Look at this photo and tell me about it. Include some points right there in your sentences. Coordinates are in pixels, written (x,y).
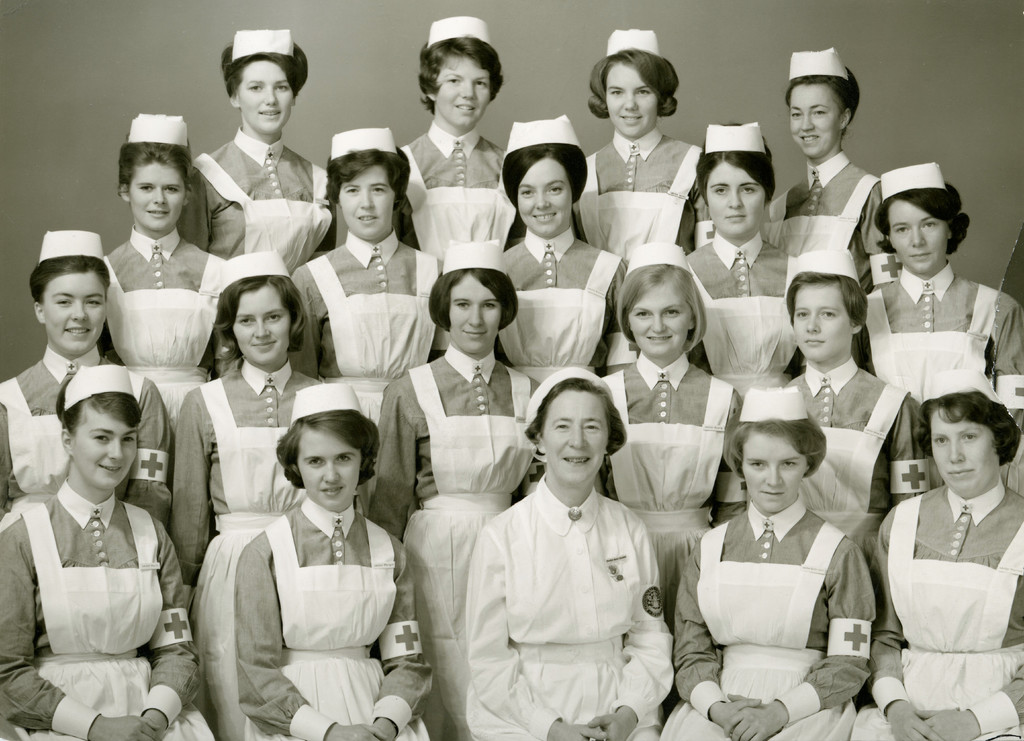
It is a black and white picture. In the center of the image (568,411), we can see a few people (546,608) are sitting and few people (656,364) are standing and they are smiling, which we can see on their faces (562,400). And they are wearing caps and they are in different costumes (621,404). In the background (938,121) there is a wall (959,134).
